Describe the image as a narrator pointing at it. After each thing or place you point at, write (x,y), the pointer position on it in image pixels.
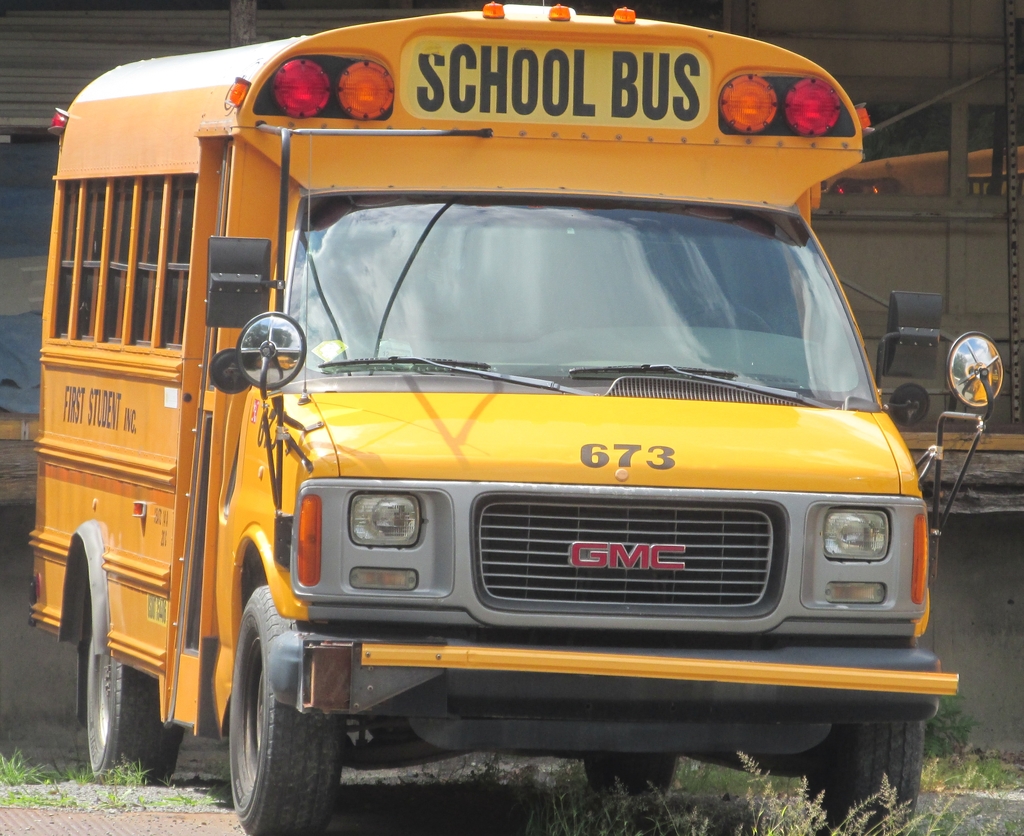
In this image I see a bus (587,350) which is of yellow in color and I see few words (648,112) and numbers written on it and I see the ground (627,830) on which there is grass (1000,784).
